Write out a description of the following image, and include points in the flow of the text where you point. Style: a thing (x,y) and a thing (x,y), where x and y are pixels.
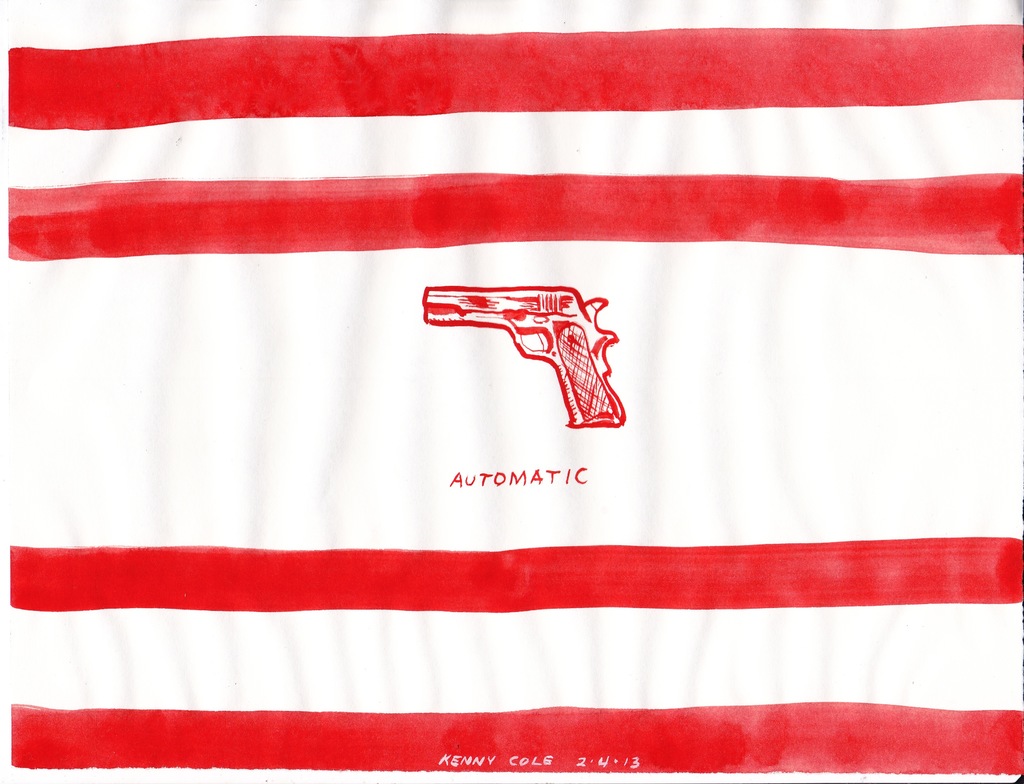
Here I can see a white color flag (621,426). On this flag (495,192) there are few red color lines (132,188), some text (530,478) and a painting (536,322) of a gun (552,326).
